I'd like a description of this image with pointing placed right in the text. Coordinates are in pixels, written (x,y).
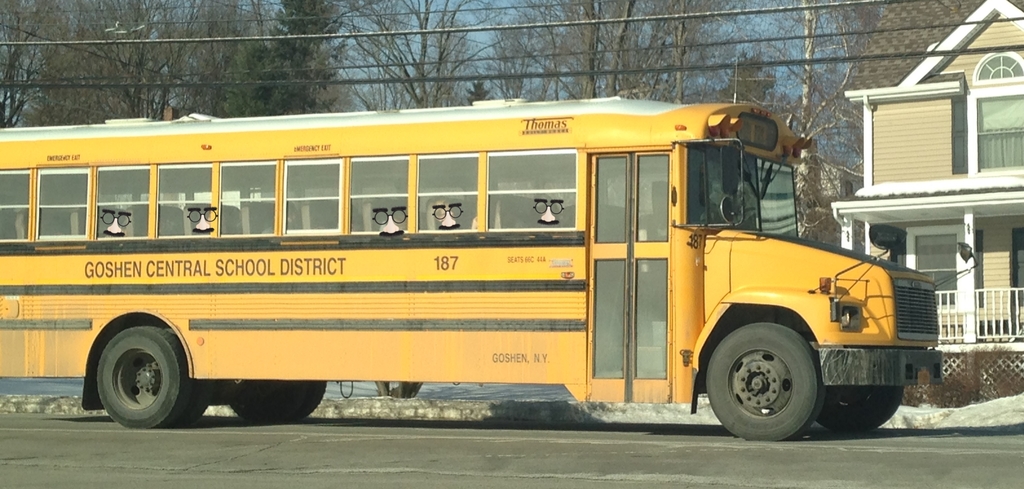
In this image there is a bus (663,337) on a road (464,451), in the background (660,85) there are trees (810,77) and a house (1011,136).
